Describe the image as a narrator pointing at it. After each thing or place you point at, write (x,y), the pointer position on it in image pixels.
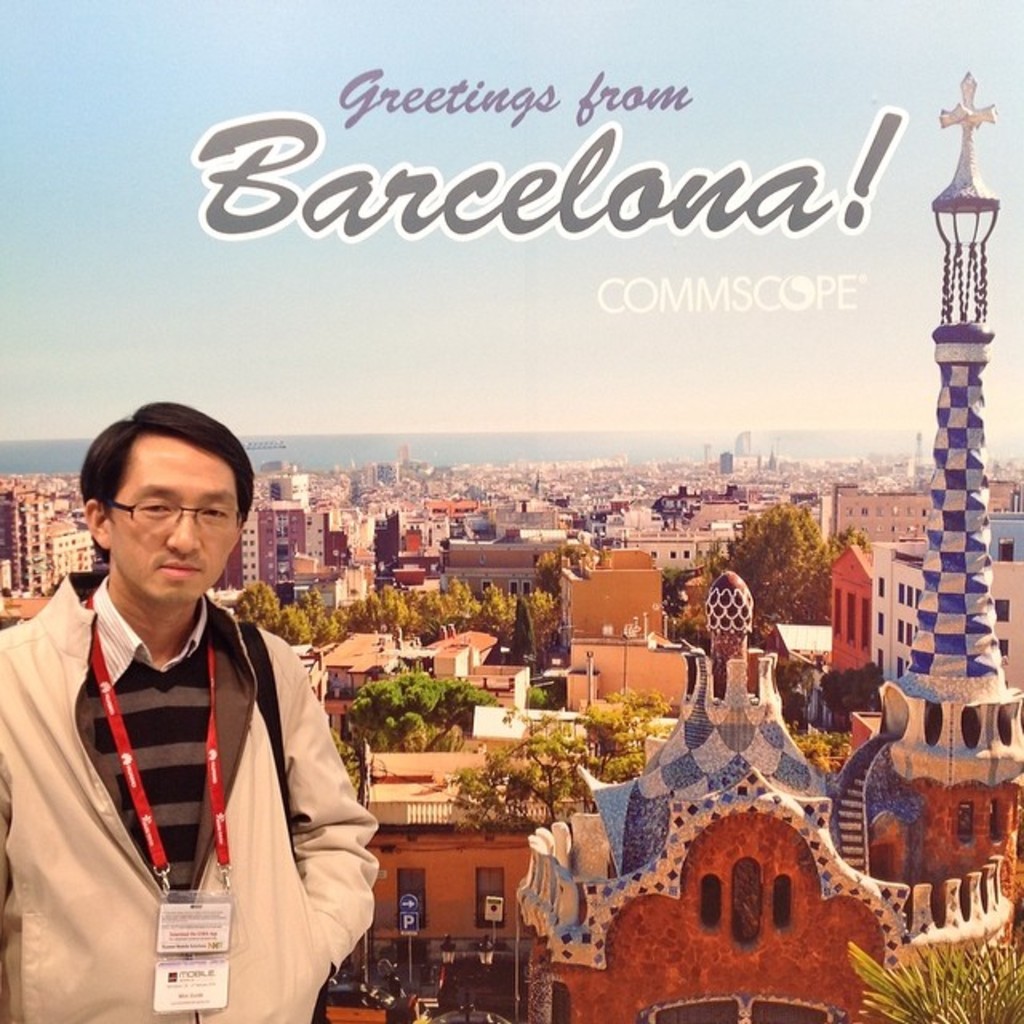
It is a poster. On the left side of the image (319,752) there is a person (278,681). In the background of the image (630,698) there are trees (659,711), buildings (529,539) and sky (480,345). There is some text (859,185) on the top of the image (594,228).
